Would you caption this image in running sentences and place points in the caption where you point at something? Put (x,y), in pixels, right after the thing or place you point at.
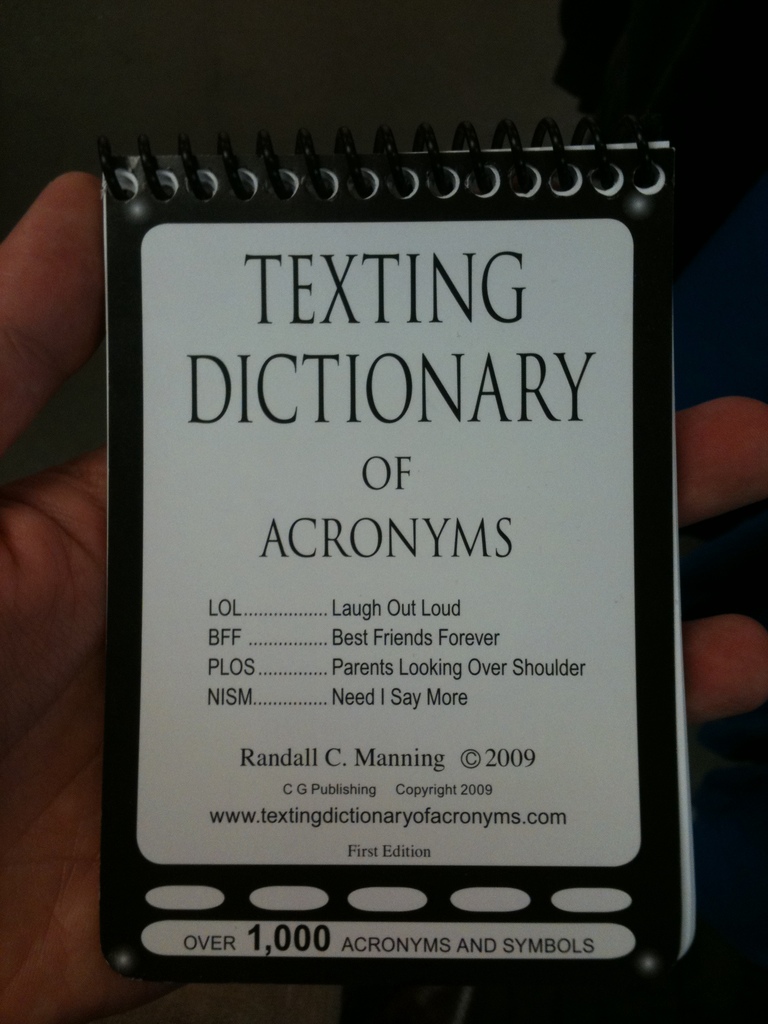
In this image I can see a human hand (48,566) holding a book (315,565). I can see something written on the book (238,625) with black color.
